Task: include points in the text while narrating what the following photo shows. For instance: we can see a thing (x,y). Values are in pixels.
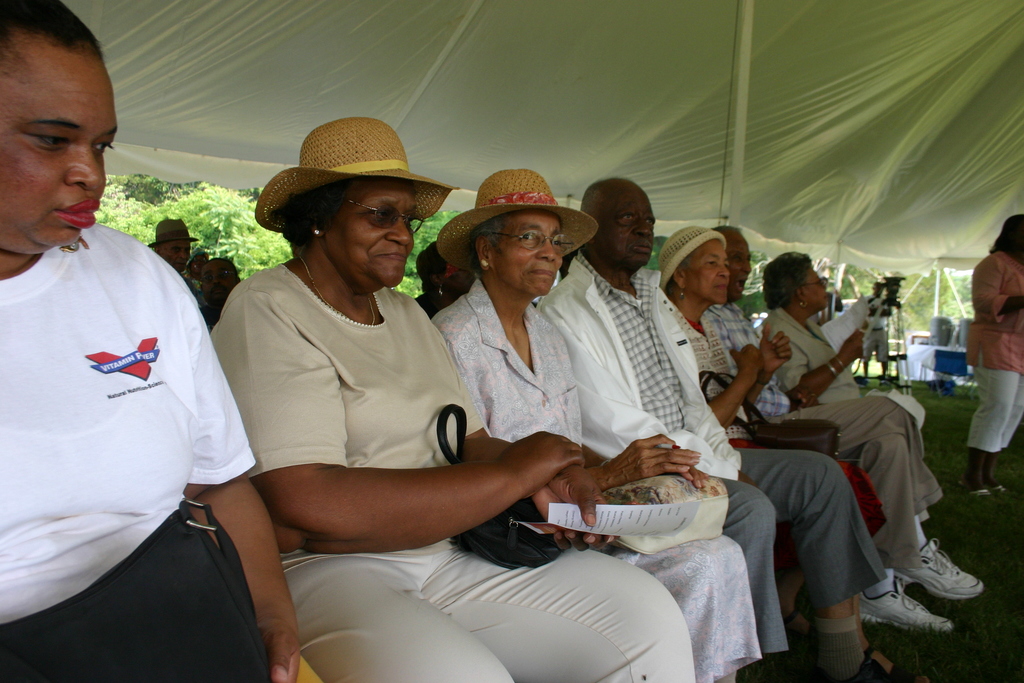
This picture seems to be clicked under the tent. On the left (97,449) we can see the group of people (322,368) seems to be sitting on the chairs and we can see the sling bags (645,497) and the text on the papers (849,329). On the right (1002,271) there is a person (1006,316) standing on the ground (960,504). At the top (650,88) we can see the roof (479,47) of the tent (286,50). In the background (214,207) we can see the plants (222,219) and trees (948,302) and we can see the metal rods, a person (879,351) standing on the ground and many other objects (911,377) and we can see the green grass (985,524).
